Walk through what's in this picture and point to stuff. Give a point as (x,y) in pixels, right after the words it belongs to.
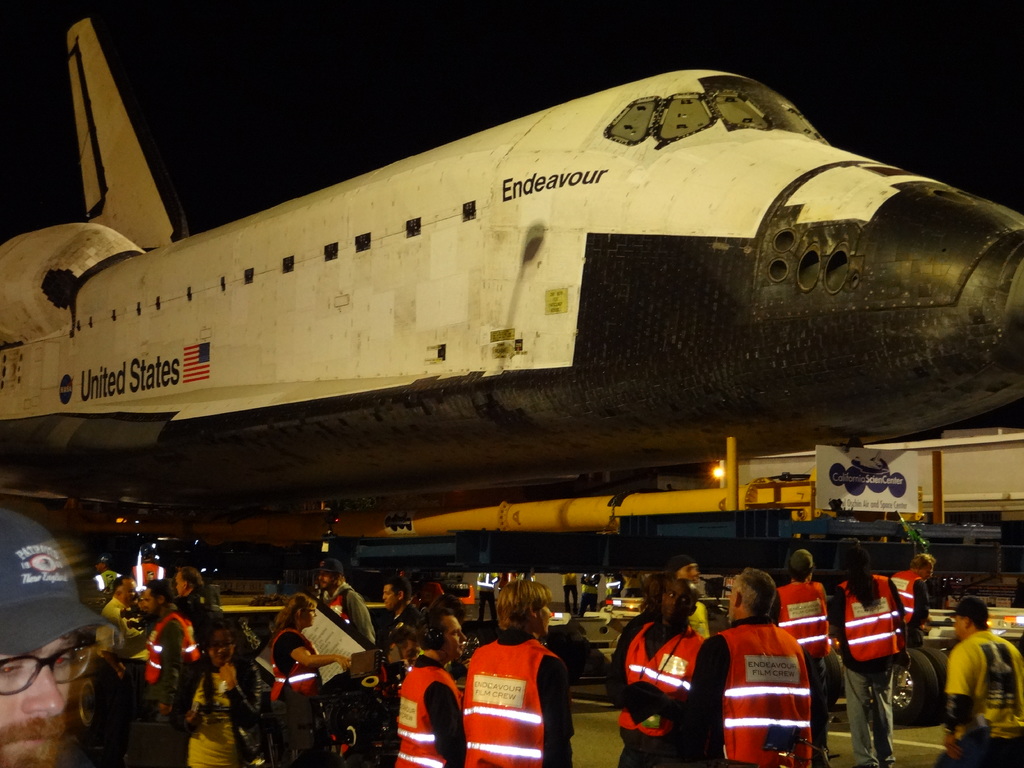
In the foreground (484,374), I can see a crowd (487,597) and an aircraft (857,365) on the road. In the background (4,87), I can see vehicles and the sky (608,70). This image taken, maybe during night.
